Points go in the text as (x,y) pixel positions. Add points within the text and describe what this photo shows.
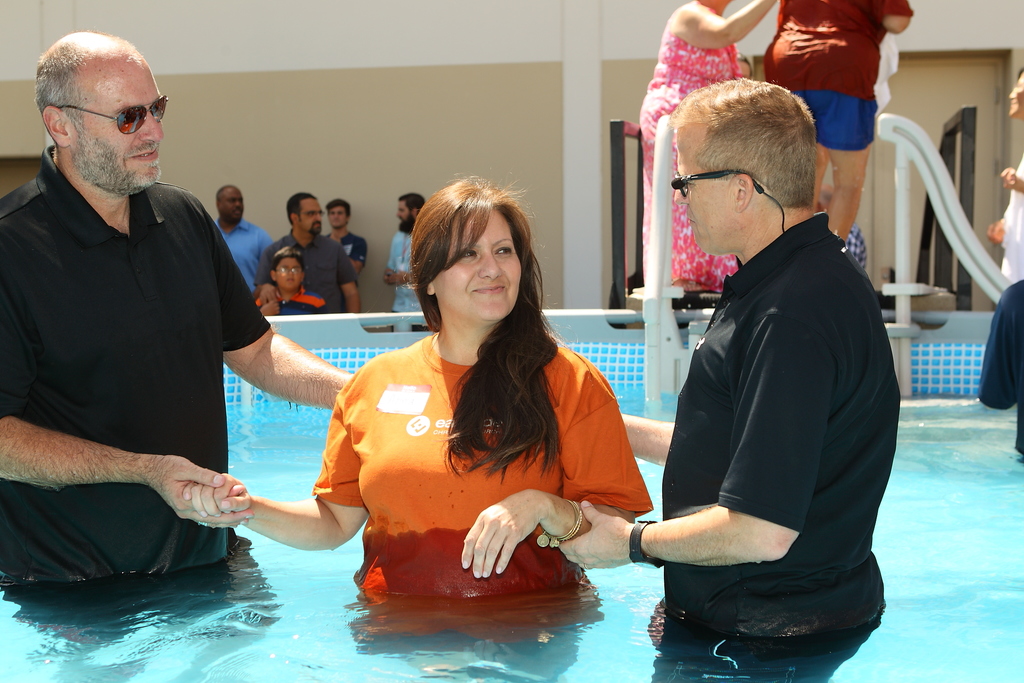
In the image in the center (435,434) we can see three persons (398,374) were standing in the water (276,583). And they were smiling, which we can see on their faces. In the background (608,112) there is a wall (396,118), pillars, supportive rods (659,237), fence (336,339), few people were standing and few other objects (636,231).
